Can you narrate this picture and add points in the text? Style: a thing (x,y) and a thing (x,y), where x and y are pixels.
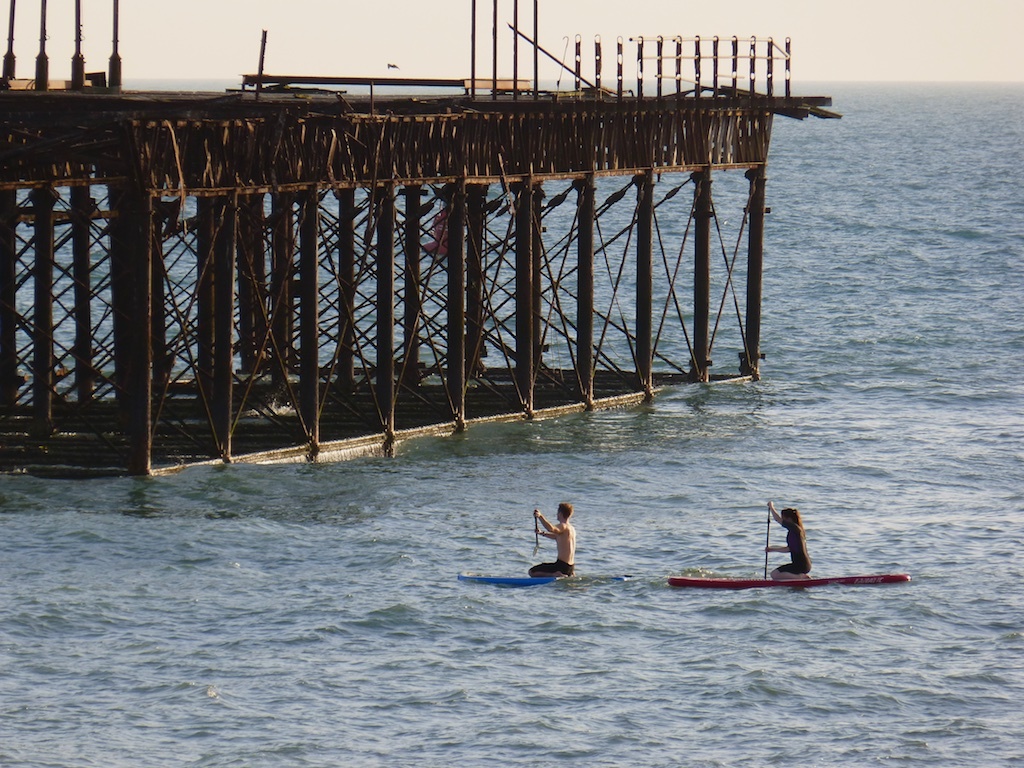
In this image I can see a trestle bridge (382,215) on the left side of the image (330,206). On the right side of the image (927,238) I can see the sea (884,239) and at the bottom of the image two people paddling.
